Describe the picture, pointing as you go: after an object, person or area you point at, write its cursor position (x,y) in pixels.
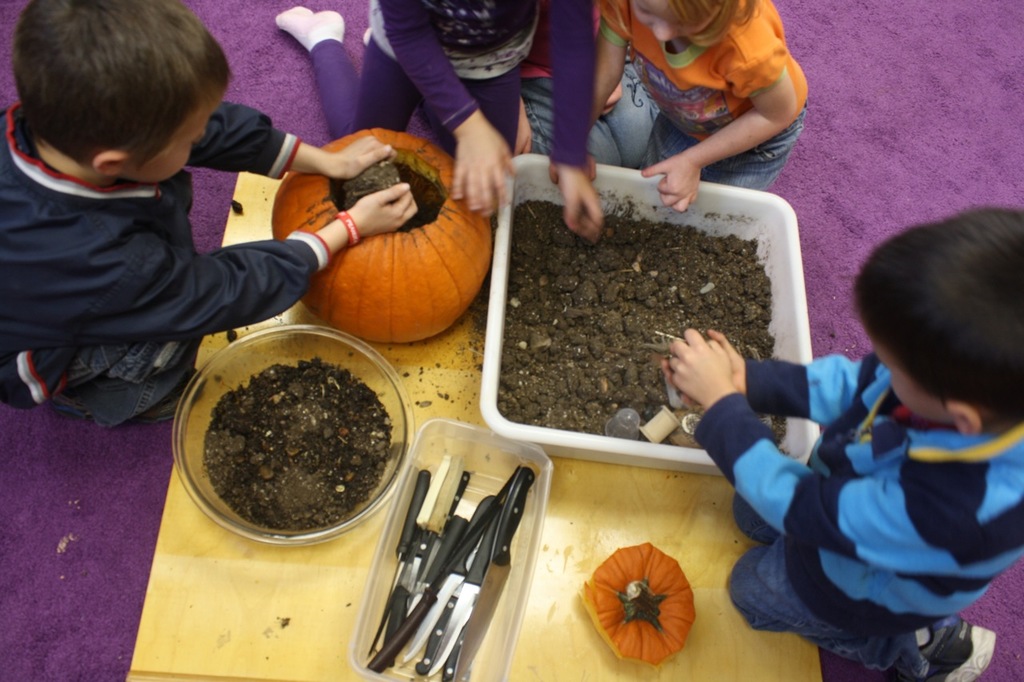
There is a soil (576,313) kept in a basket (500,367), we can see the bowl (367,445) and knives (467,557) are present on a wooden surface (441,396) as we can see in the middle of this image (421,357). We can see four kids (114,355) are present in the background (724,133).
